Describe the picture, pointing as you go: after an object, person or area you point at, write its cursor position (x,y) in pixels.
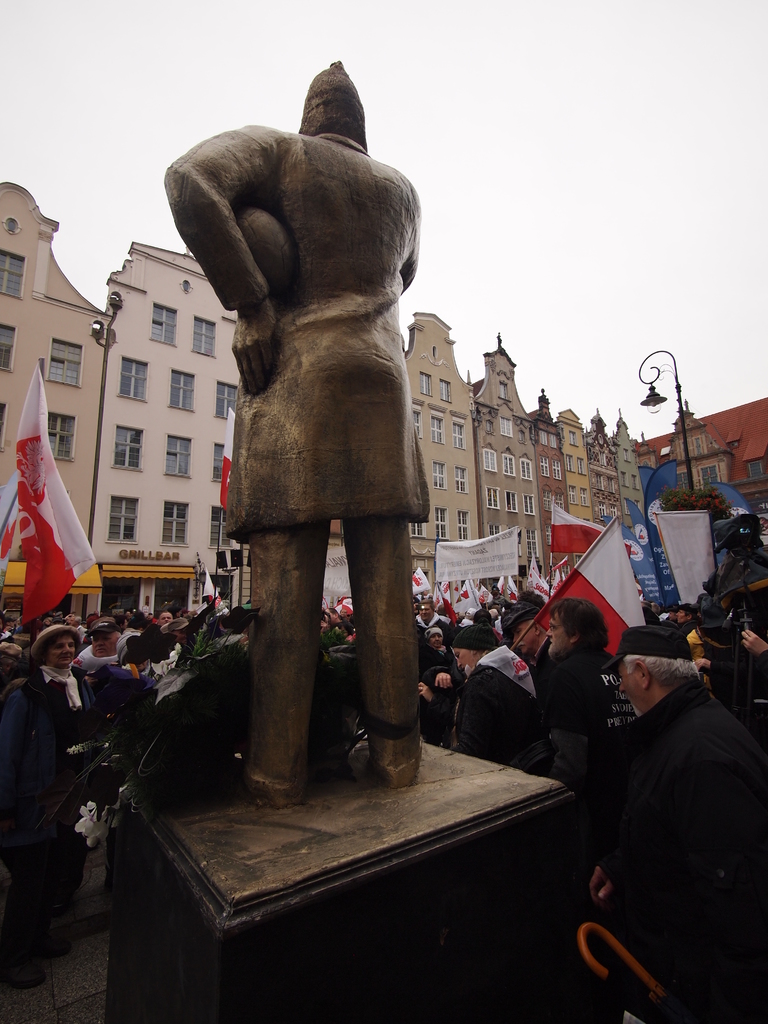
In this image I can see there is a statue (428,497) in gold color, many people (8,788) are standing. Few of them are holding the flags (574,578) and at the back side (473,436) there are buildings (441,422), at the top (449,182) it is the sky (527,123).
